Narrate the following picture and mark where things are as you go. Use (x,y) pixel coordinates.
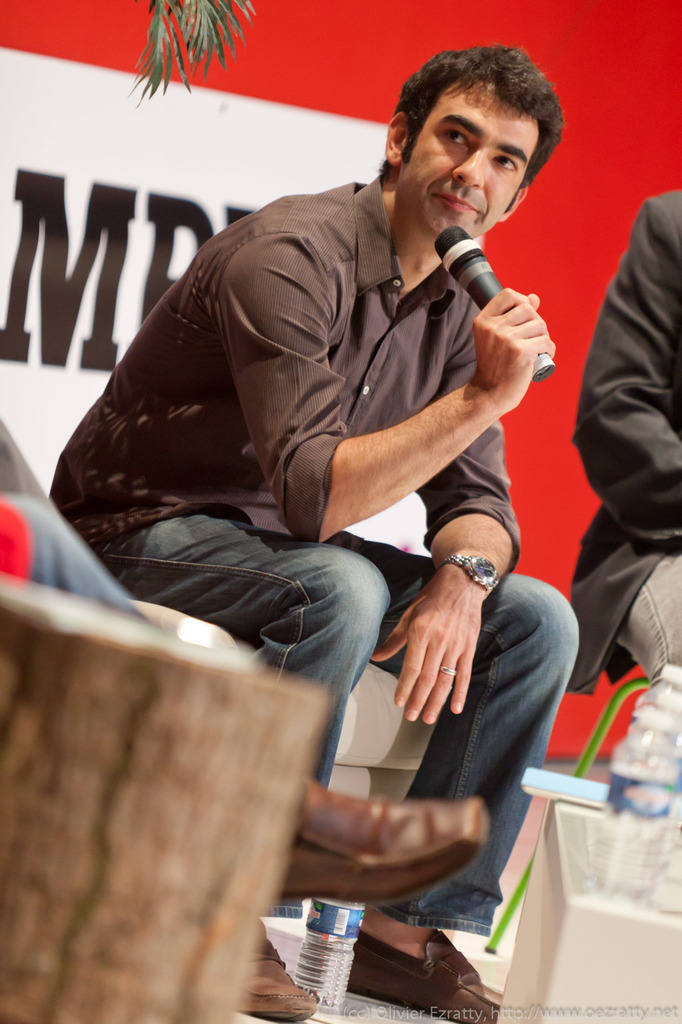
In the image, there is a man (306,513) sitting on the chair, he is holding a mic (537,368) in his hand (526,361) and looking towards his right side. Behind the man (370,596) there is a red color banner (254,81) and there is a plant (161,62) in front of the banner (91,50).
